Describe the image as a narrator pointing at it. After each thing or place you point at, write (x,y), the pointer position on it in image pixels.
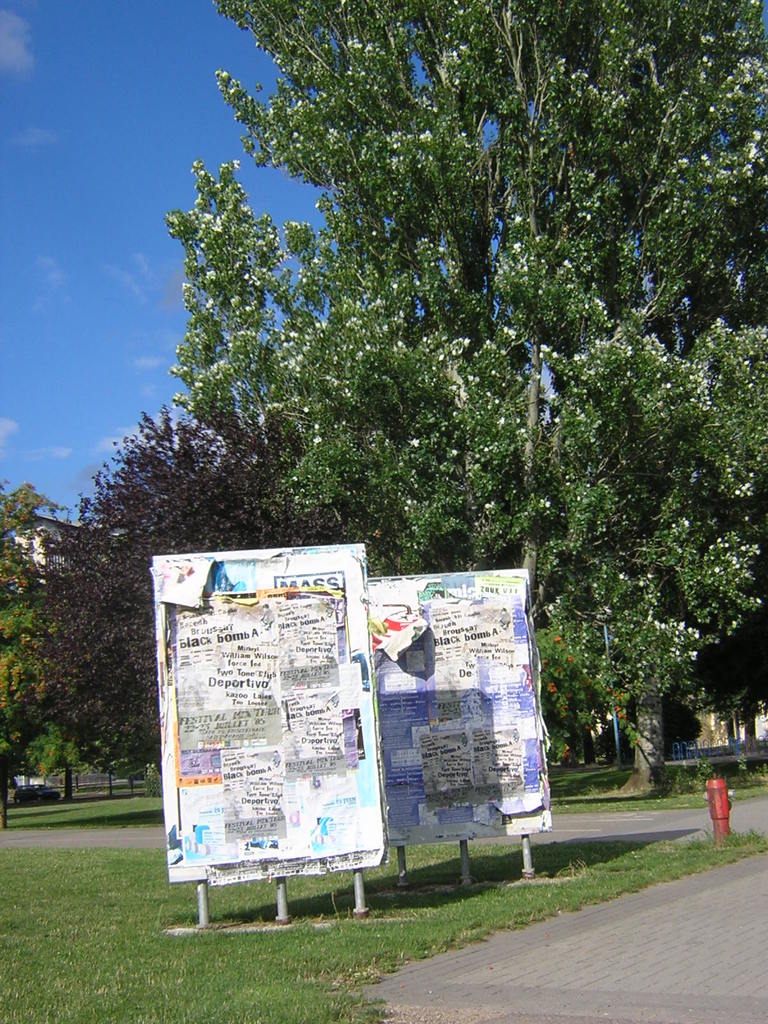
In this picture there are boards (159,614) and there are posters (286,821) on the boards (372,579) and there is a fire hydrant (723,787) on the grass (623,859). At the back (616,643) there are buildings (764,715) and trees (534,555). At the top (92,148) there is sky (137,148) and there are clouds (67,458). At the bottom (737,892) there is a pavement (626,959) there is grass (143,970). At the back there is a vehicle (29,793).
